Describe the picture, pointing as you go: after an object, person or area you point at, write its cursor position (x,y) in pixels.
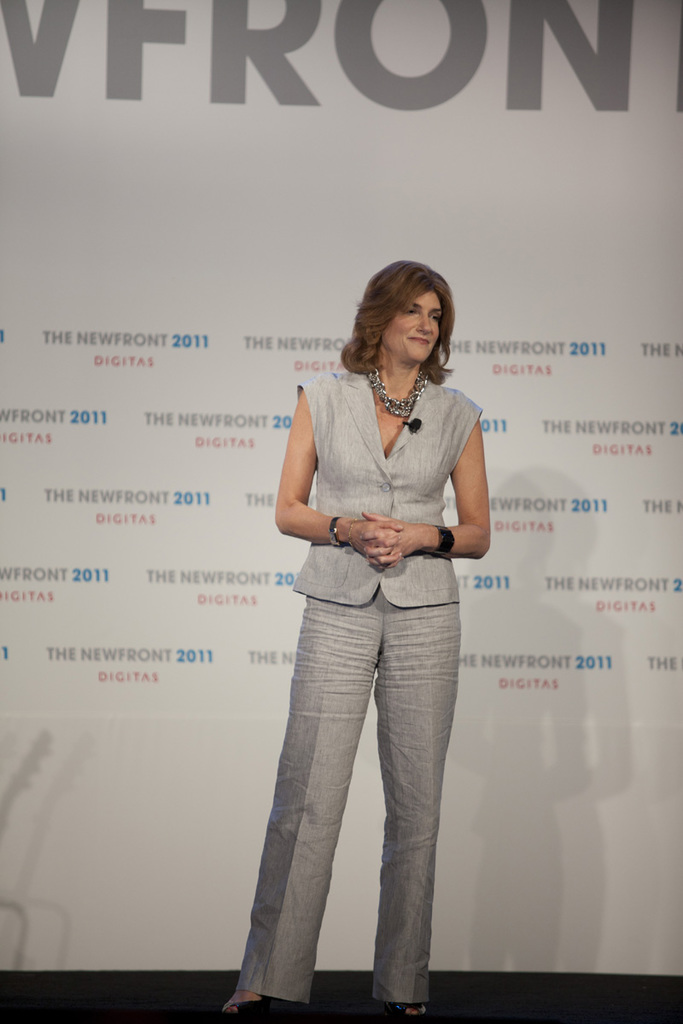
In this image I can see the person (312,593) standing and wearing the ash color dress (350,615). In the background (211,228) I can see the screen (194,822).
